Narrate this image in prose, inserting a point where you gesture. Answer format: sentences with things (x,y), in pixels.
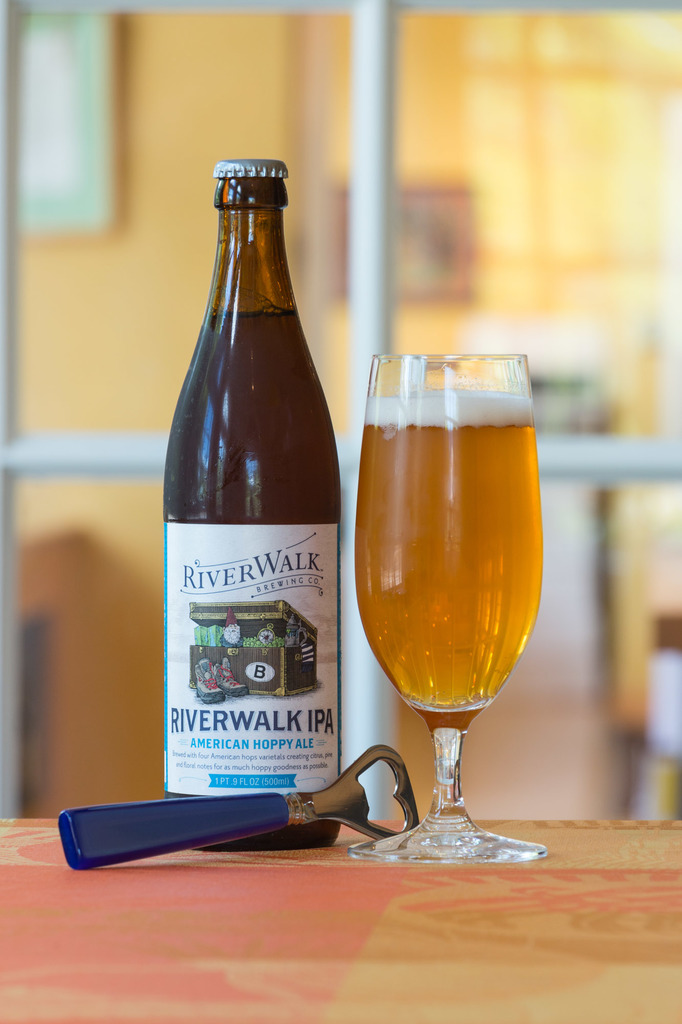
In this image there is one bottle (260,554) and that bottle (228,617) is filled with drink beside that bottle (235,621) there is one glass (447,585) and that glass (451,527) is filled with drink (428,621) and beside that glass (447,768) there is one bottle opener (274,808) and on the background (300,119) there is wall (196,109), window (48,88), and pole (385,135) is there.
